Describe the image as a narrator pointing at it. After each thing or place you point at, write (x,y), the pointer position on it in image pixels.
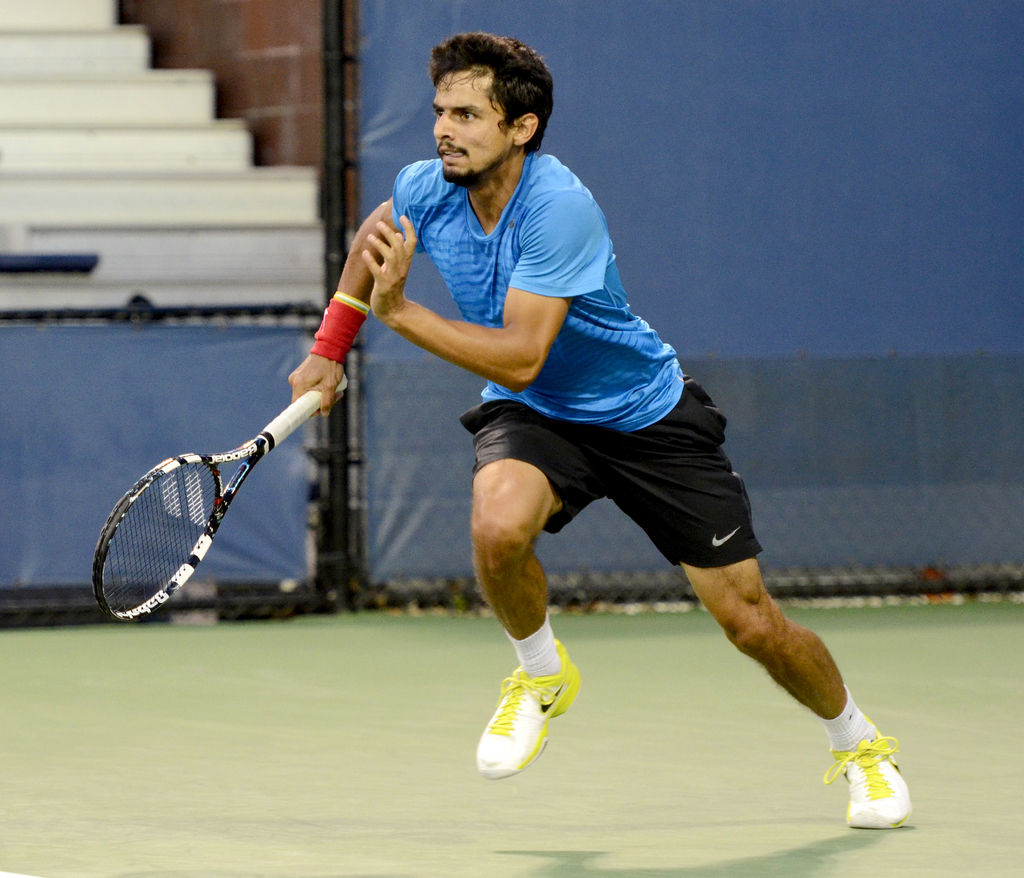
A person (495,458) is running holding tennis racket (193,512) in his hand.
